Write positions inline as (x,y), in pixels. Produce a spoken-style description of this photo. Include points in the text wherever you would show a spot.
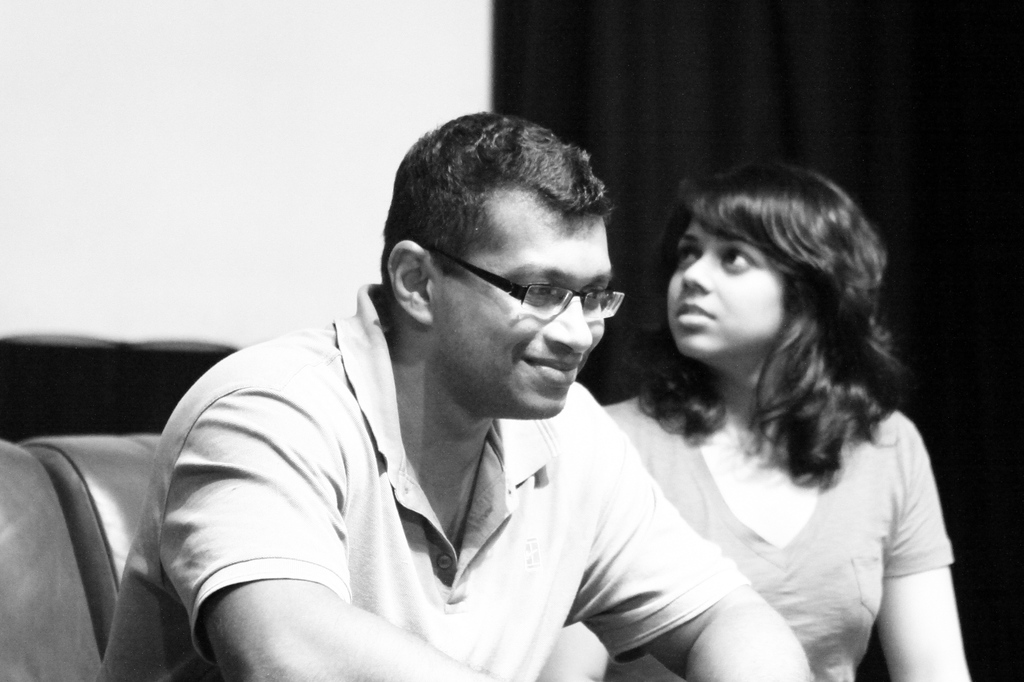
In this image I can see there is a man (303,640) and a woman (704,486) sitting on the couch (19,608) and the man (315,486) is wearing spectacles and the woman (682,349) is looking at the left side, there is a wall (133,189) in the backdrop (94,194), there is a curtain (712,73) at the right side (693,108).
